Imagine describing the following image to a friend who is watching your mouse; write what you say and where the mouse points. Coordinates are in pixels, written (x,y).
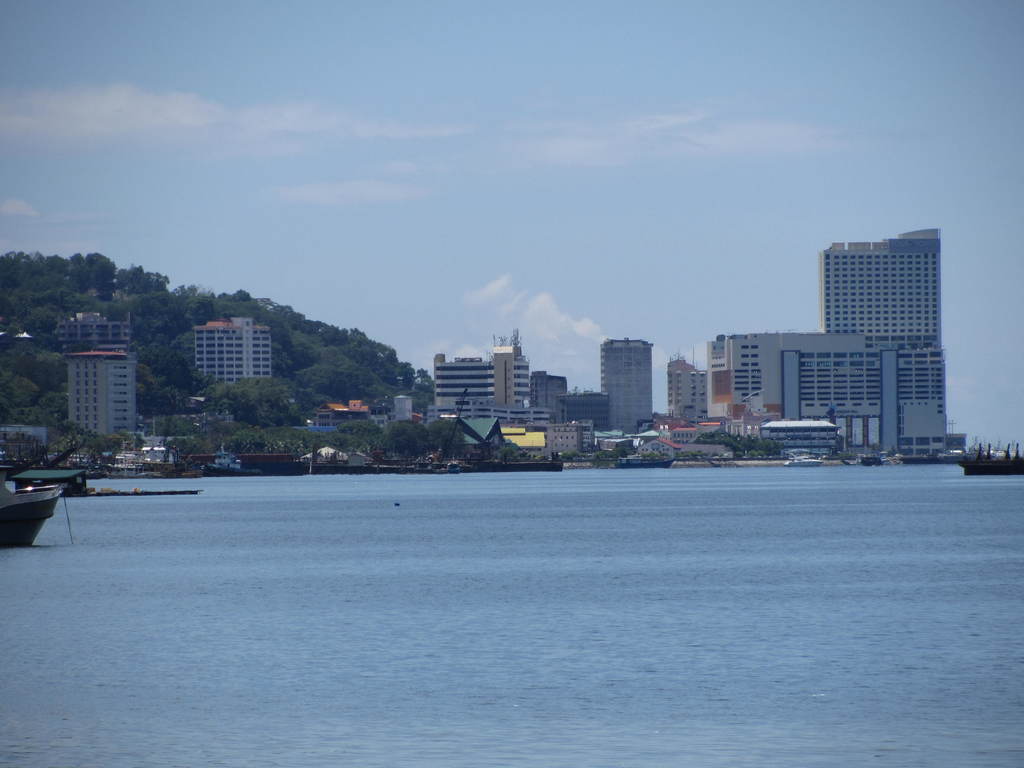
In this picture we can see there are boats (8,488) on the water (473,489). Behind the boats (6,505) there are trees (276,371), buildings (488,383) and a sky (517,197).
